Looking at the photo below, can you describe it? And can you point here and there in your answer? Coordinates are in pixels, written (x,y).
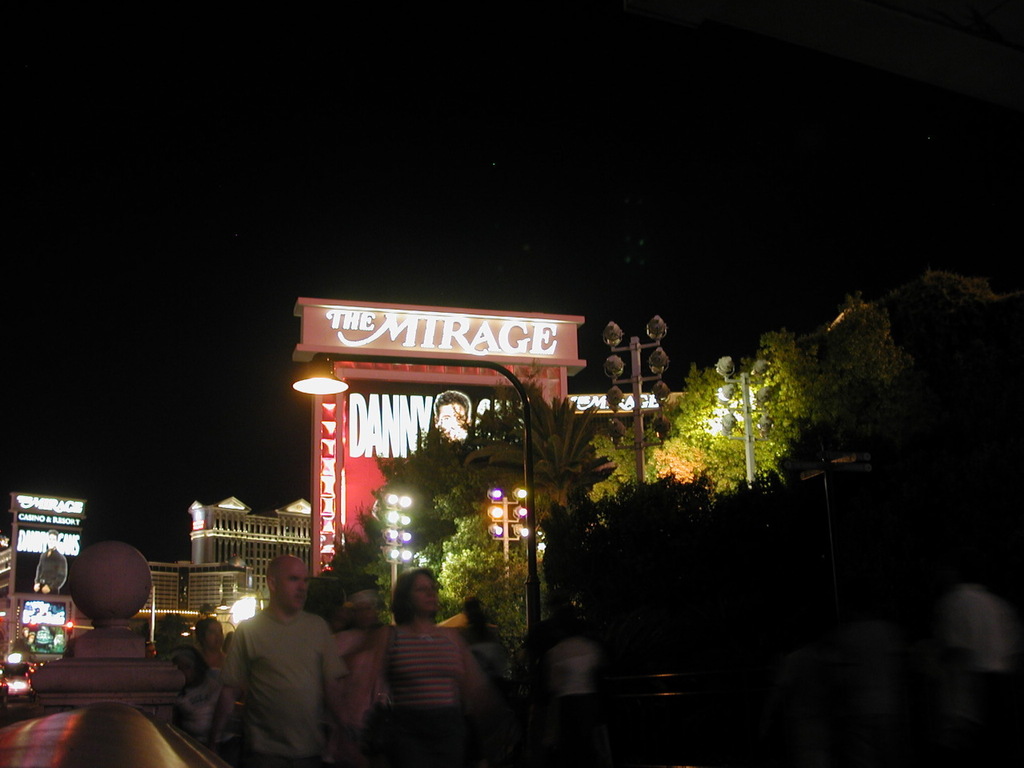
In this image we can see few buildings (217,580), few people (307,660) in front of the building (236,579), there are few light poles (334,362), trees (540,474) and a dark background (709,173).
